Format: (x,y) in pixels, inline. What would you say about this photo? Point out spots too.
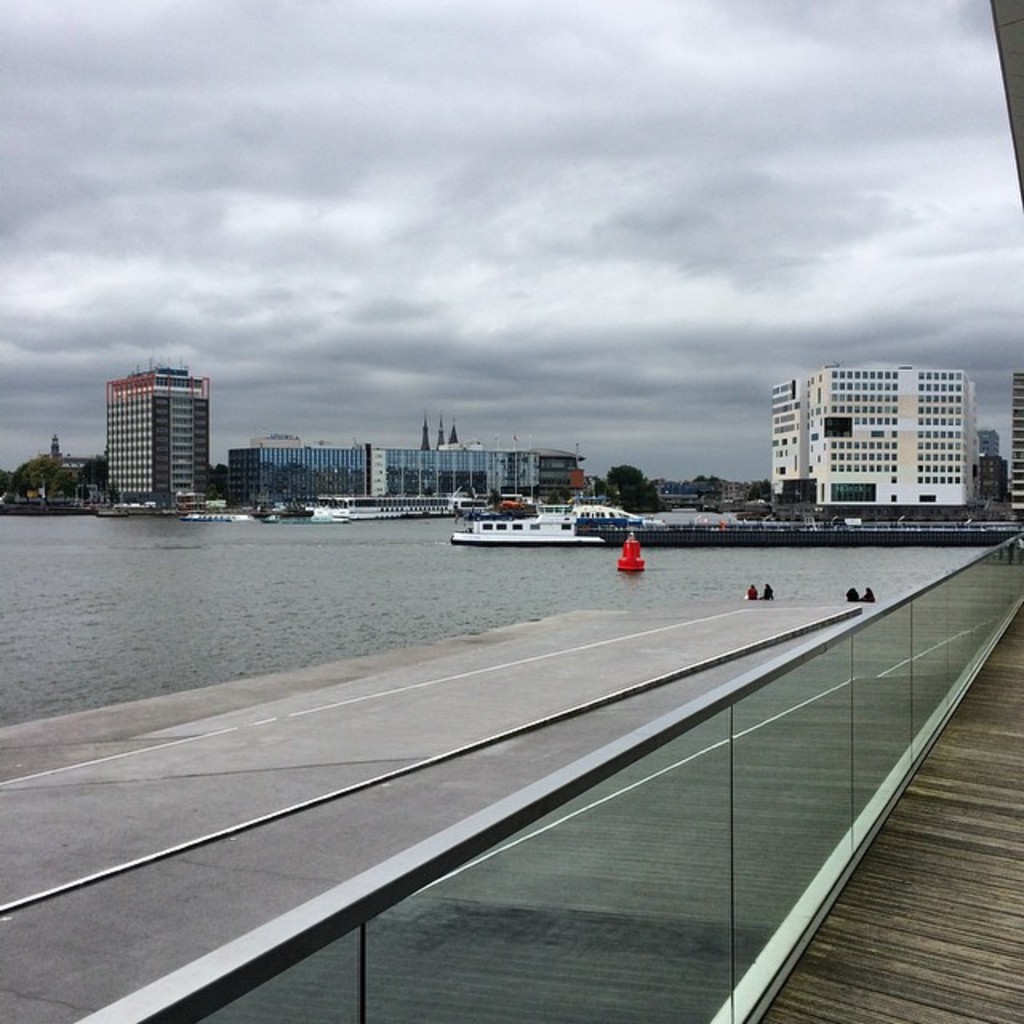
In this image I can see few boats (556,539) on the water (402,546). In front (765,805) I can see the glass wall (619,858). In the background (25,261) I can see few buildings (518,462) in white color and the sky (336,191) is in white color.
